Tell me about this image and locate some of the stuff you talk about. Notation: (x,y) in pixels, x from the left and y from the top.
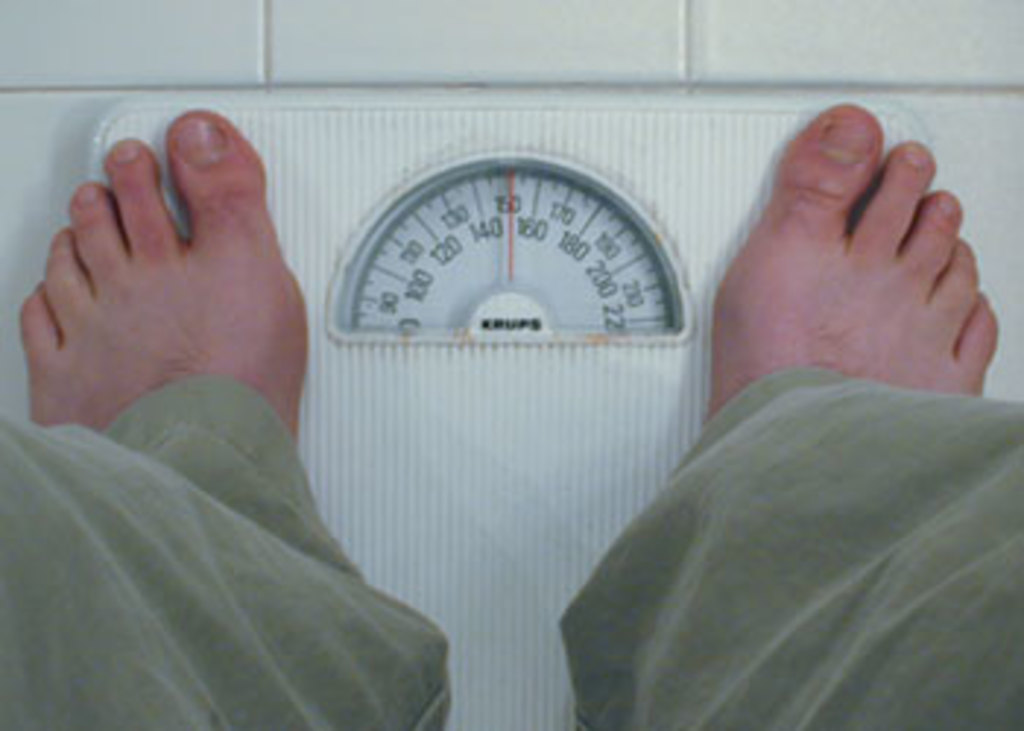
In the picture we can see a weight machine (507,571) on the floor (35,271) with meter (433,319) and readings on it and a person feet (731,301) on it.
